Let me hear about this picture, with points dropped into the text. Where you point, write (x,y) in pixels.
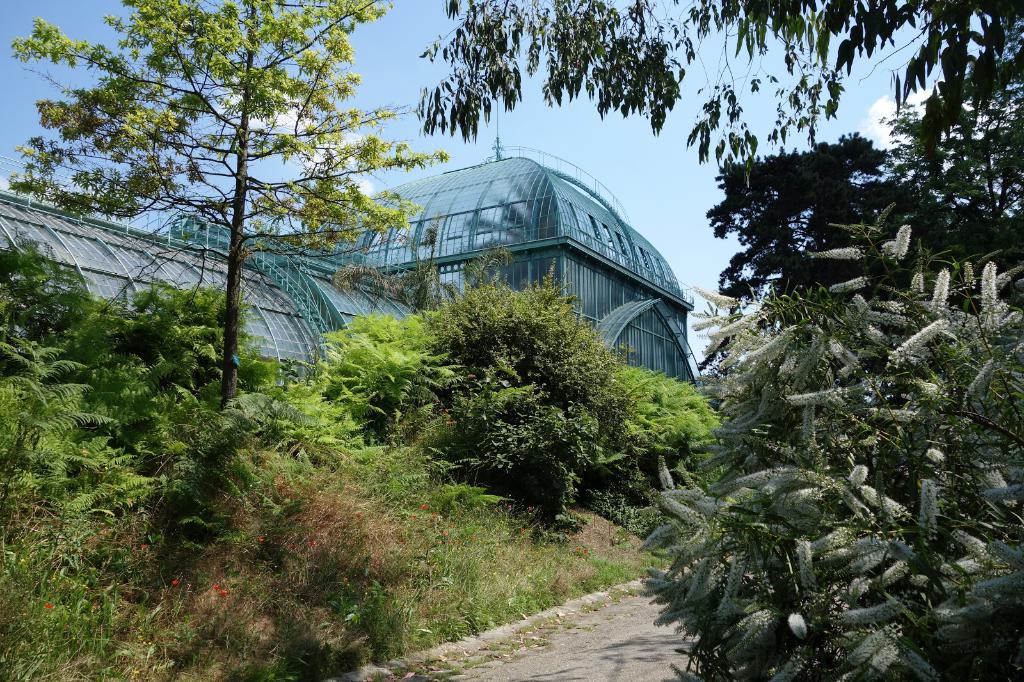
In this image in the middle (451,420), there are plants (464,399), trees (439,388), grass (518,570) and road (624,643). At the top (513,218) there is a building (272,304), sky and clouds (879,132).
